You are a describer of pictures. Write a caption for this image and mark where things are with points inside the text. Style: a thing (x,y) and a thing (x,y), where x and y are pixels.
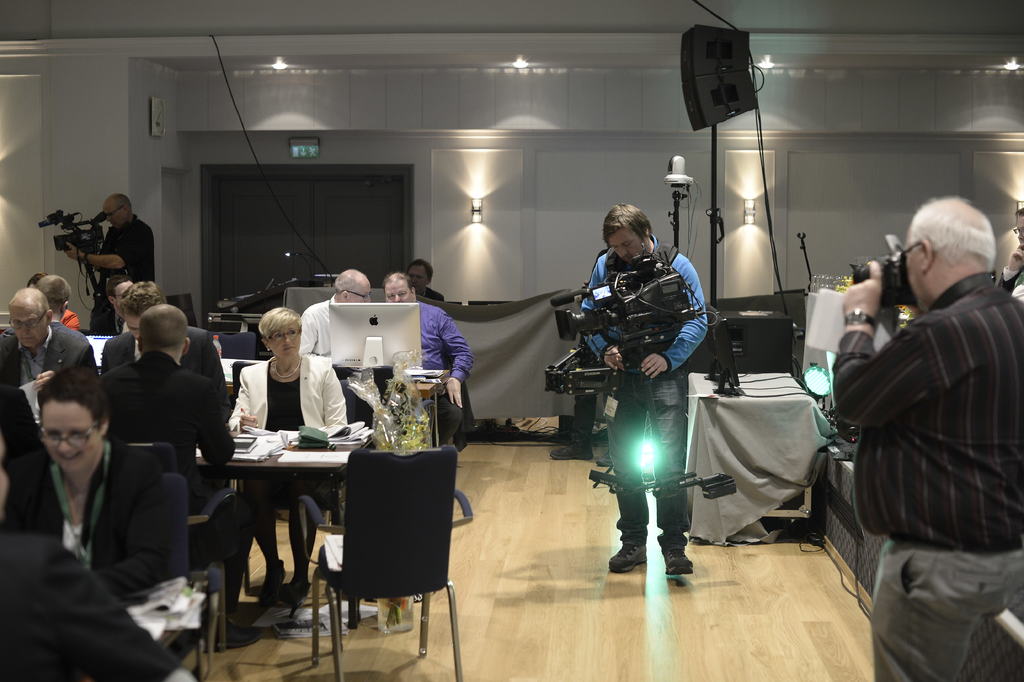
In this picture we can see a group of people (134,489) sitting on chairs (365,522) in front of tables (300,468) and there are three people (105,282) who are standing and capturing with their cameras (623,312), there is a door (320,199) behind everybody, there is a speaker (696,90) on the right side (703,84).
